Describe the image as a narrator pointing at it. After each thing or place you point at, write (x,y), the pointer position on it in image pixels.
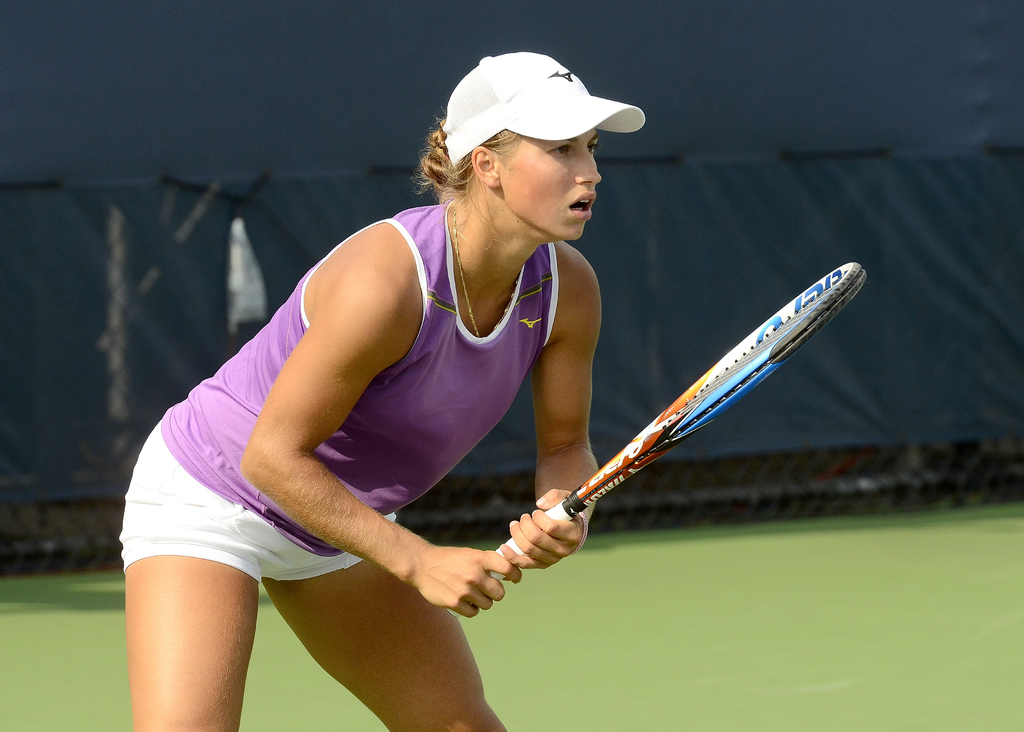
In this image there is a person (396,352) wearing sports dress (424,354) playing tennis.
